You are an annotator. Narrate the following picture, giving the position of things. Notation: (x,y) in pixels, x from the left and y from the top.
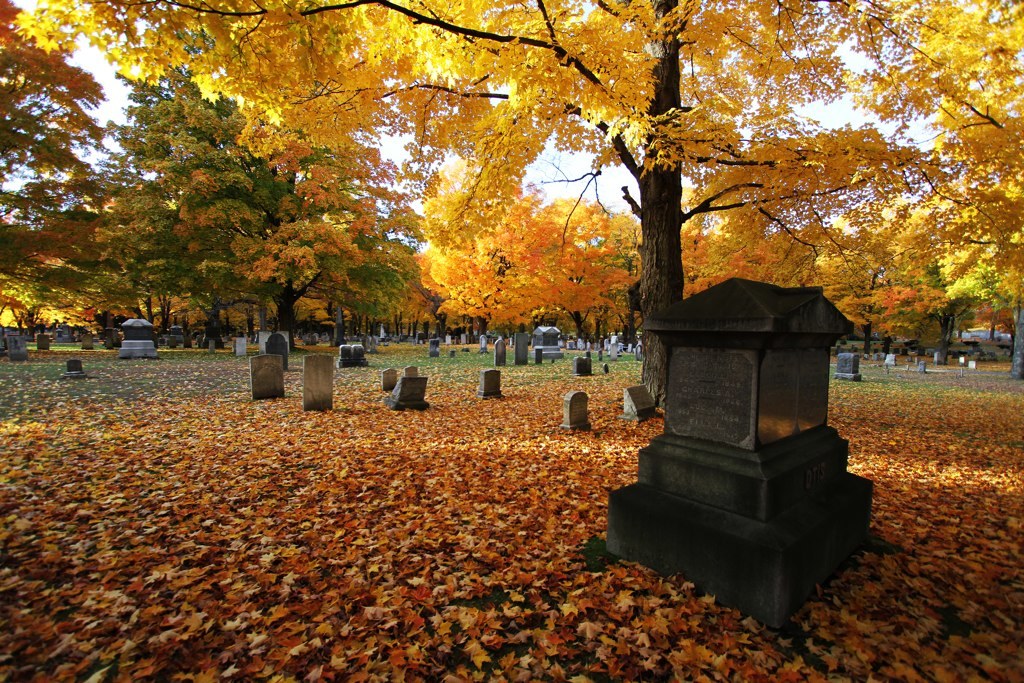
In this picture we can see leaves (443,525) at the bottom (447,539), there are some graves (825,373) here, we can see trees (509,239) in the background (568,230), there is the sky (383,132) at the top of the picture (146,24).
